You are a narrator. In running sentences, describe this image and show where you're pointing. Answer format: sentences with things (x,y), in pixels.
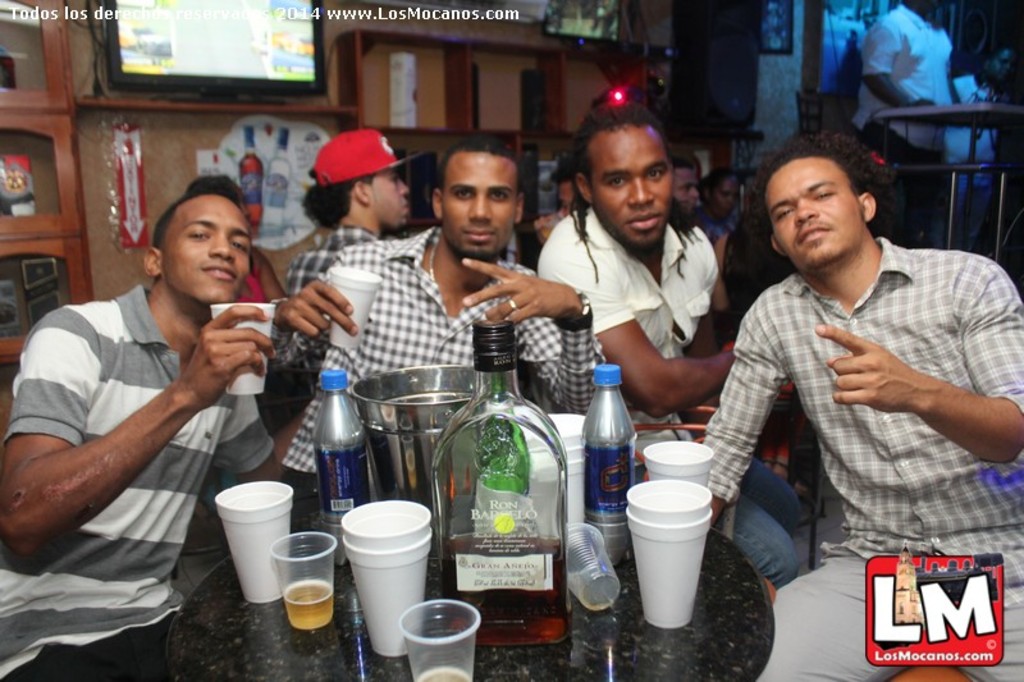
There are many persons (454,216) sitting over there. In the left (208,361) end a person (232,346) is holding a glass (249,389). In the front (675,642) there is a table (627,604). On the table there are glasses (578,484) and bottles (498,484). In the background (564,105) there are cupboards (508,108). A person (332,240) is wearing a red cap (353,153) in the back (340,163).
